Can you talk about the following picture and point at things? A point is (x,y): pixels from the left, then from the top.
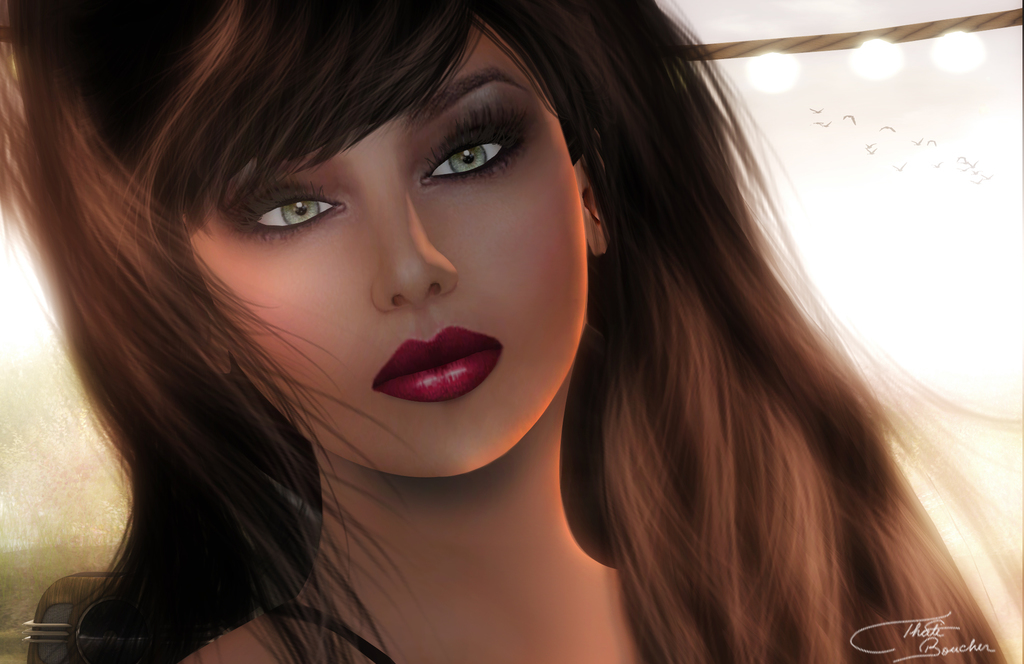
This is an animated image of a person (534,364), there are some lights (874,79) and birds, at the bottom of the image (869,626) we can see the text (923,655).
